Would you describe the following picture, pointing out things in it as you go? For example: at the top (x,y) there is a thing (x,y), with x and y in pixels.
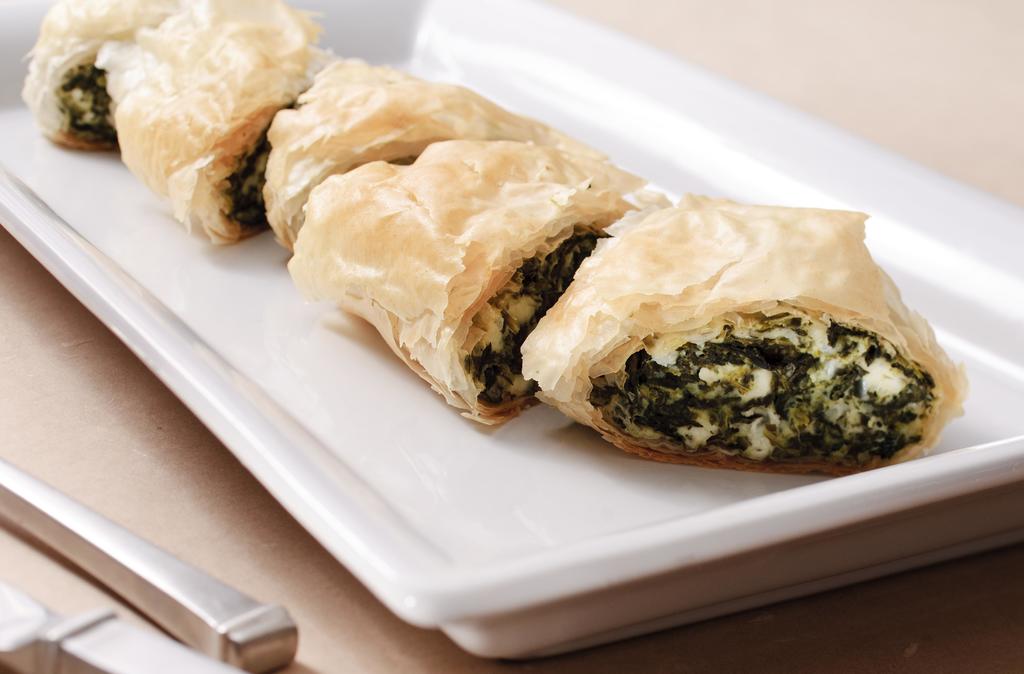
In the picture we can see a tray (596,518) which is white in color in that we can see a food item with a slice (801,363) and just beside the tray (665,176) we can see some steel things (138,655) placed on the table (318,643).
